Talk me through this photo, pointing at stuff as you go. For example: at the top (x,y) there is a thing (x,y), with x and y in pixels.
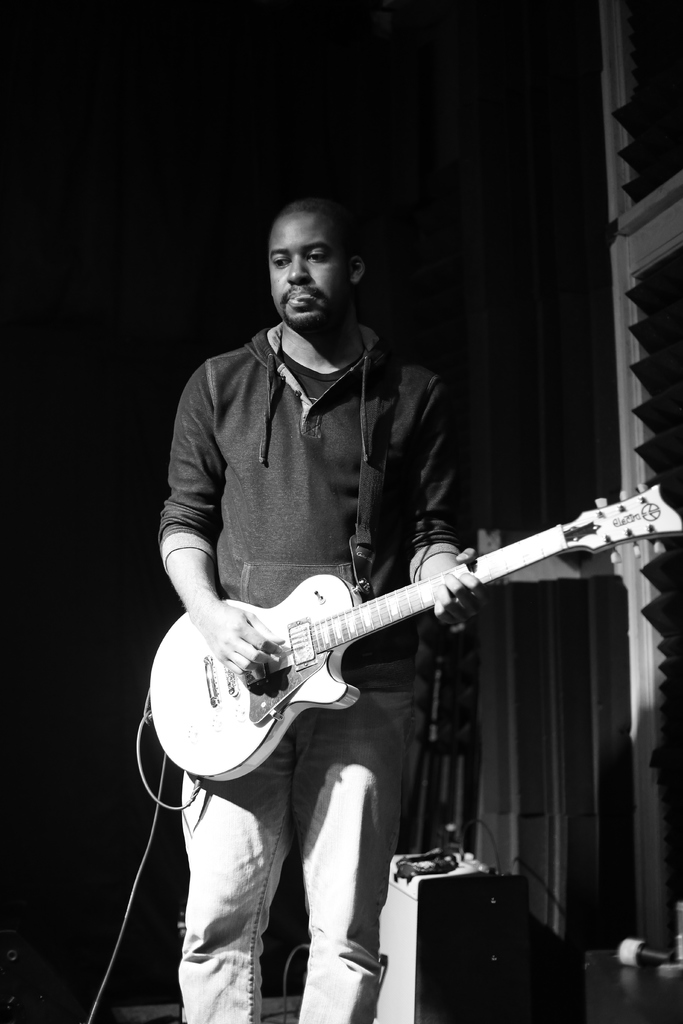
In the middle of the image (271,679) a man (235,653) holding a guitar (181,719) and playing. Bottom right side of the image (676,999) there are some electronic devices (405,975). Top right side of the image (682,306) there is a wall (679,77).
